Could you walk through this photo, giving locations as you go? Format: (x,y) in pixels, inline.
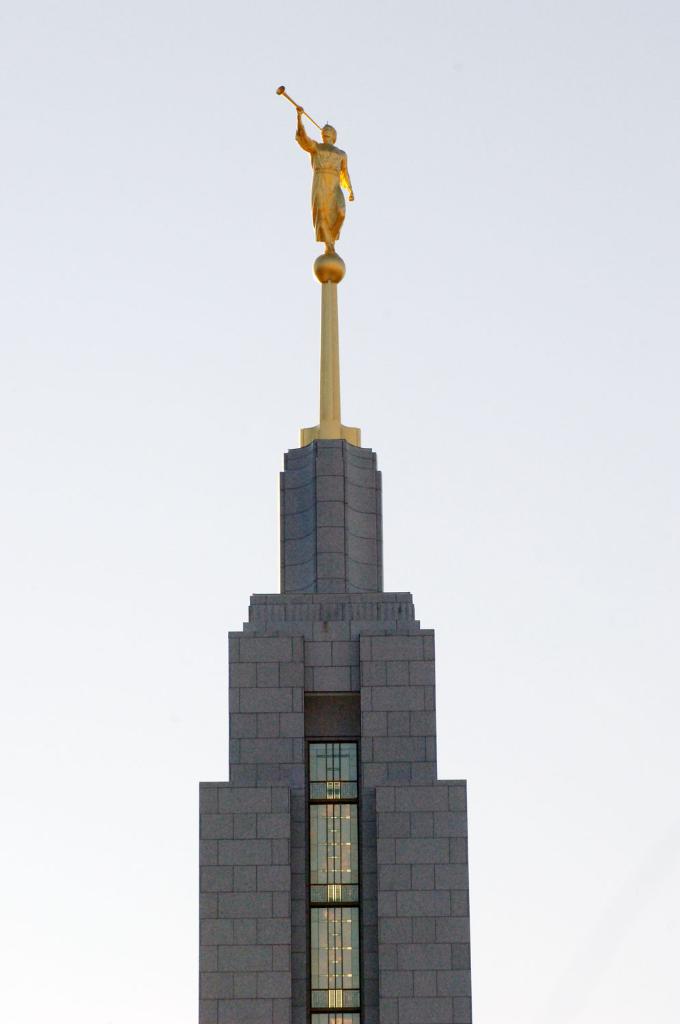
This is a picture of a building (320,515) with a sculpture (344,264) on the top of the building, and in the background (360,330) there is sky (129,285).
